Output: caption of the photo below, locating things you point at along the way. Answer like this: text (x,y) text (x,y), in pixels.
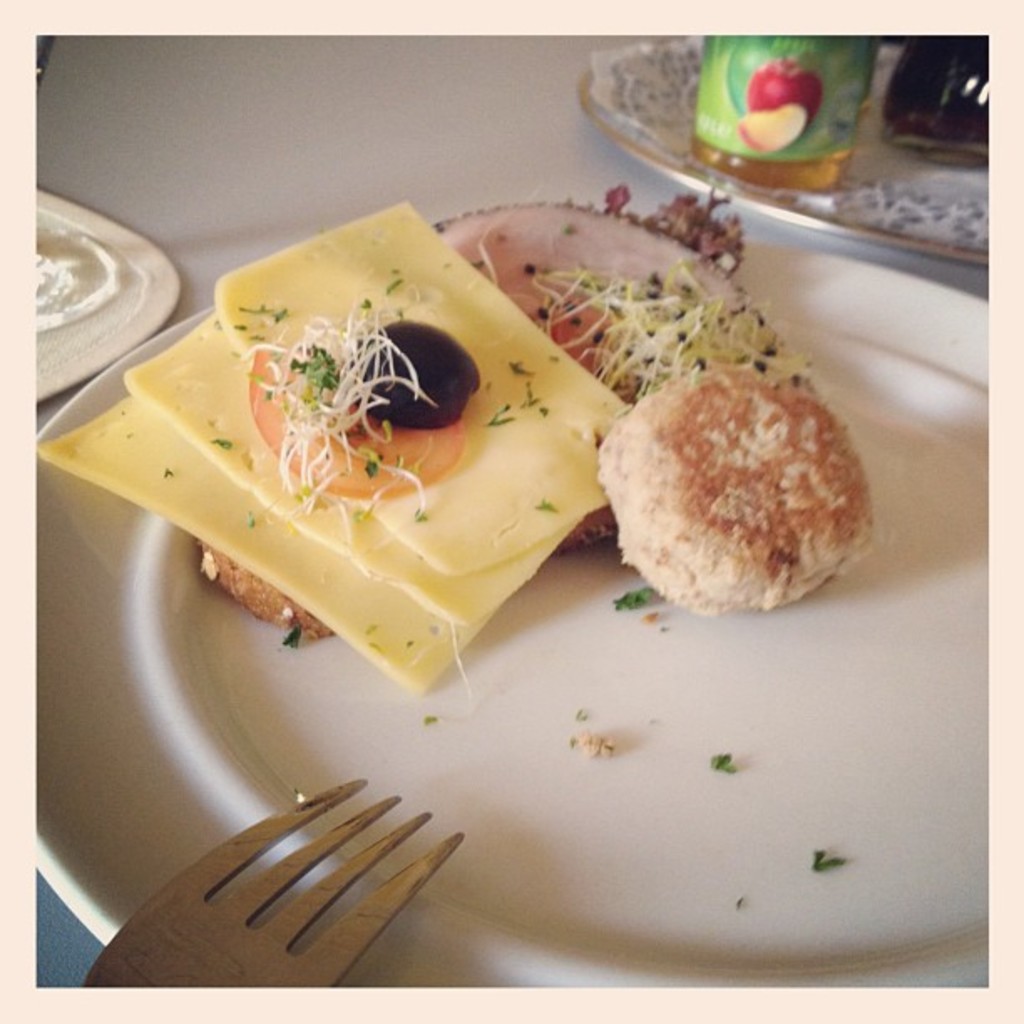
In the picture we can see a plate (704,621) and on the plate (775,618) there are some snacks (463,434). And there is a bottle (834,129) on the table (801,229). In the left corner of the image (76,302) we can see there is something.
